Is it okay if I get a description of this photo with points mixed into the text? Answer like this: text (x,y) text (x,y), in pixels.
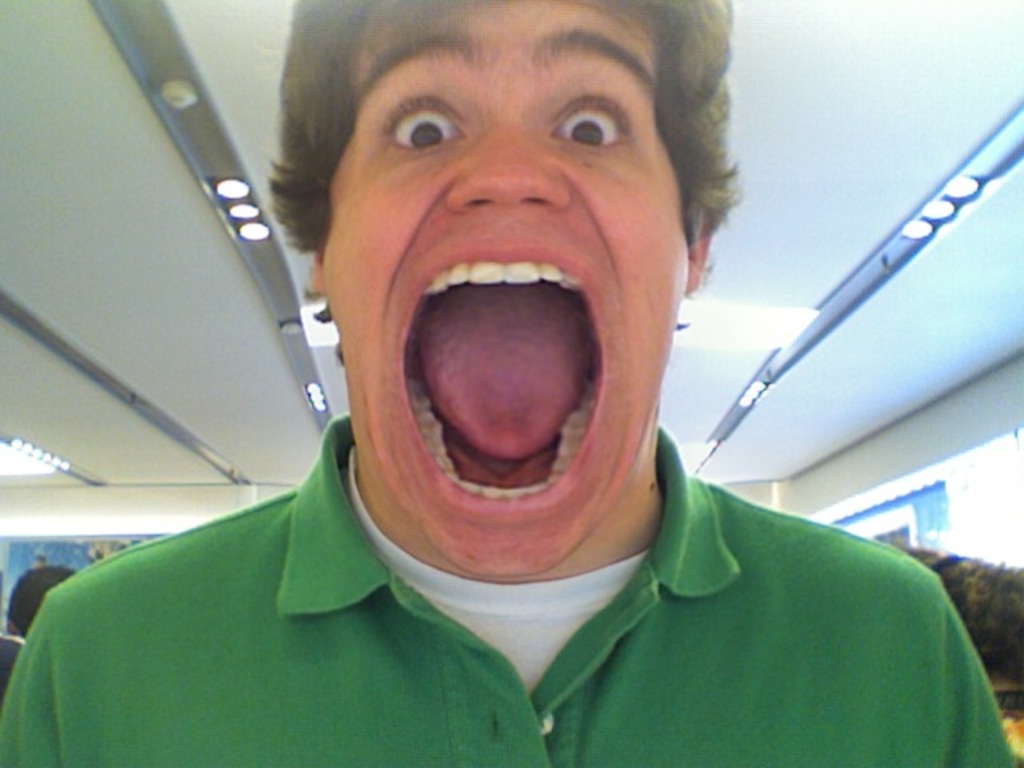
The center of this picture (367,333) we can see a person (403,439) wearing green color t-shirt (746,673). In the background (919,124) we can see the roof (873,235), ceiling lights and some other objects (939,541).
